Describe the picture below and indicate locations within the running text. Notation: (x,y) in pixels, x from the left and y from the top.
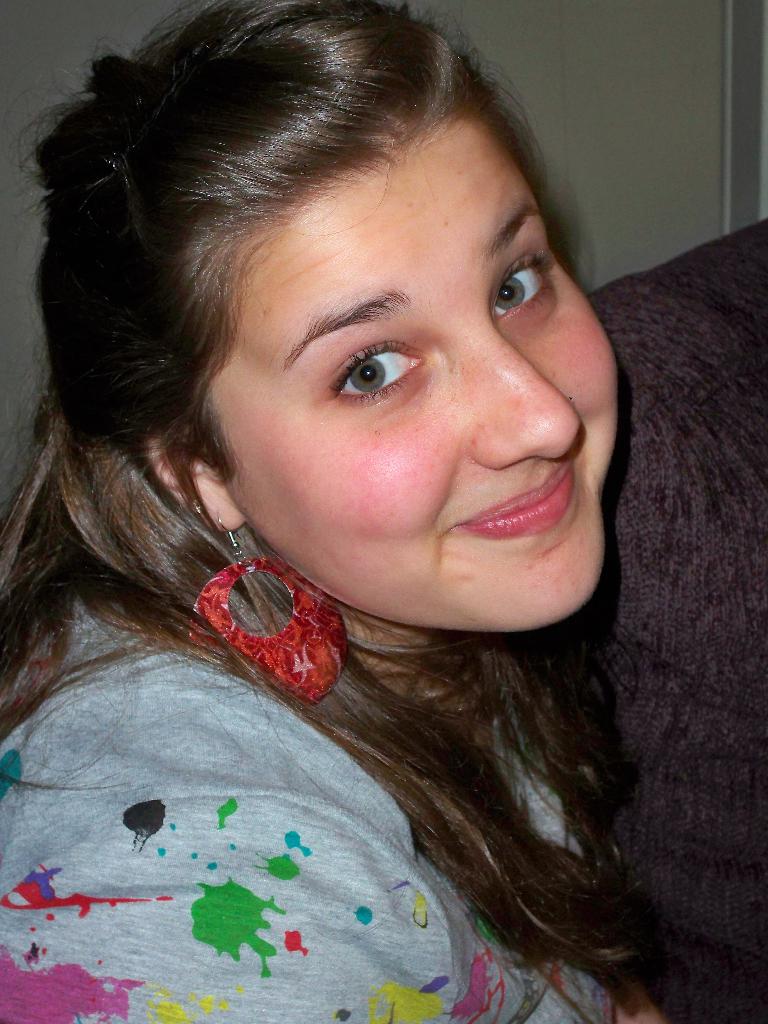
In this image I can see a woman (333,574). The woman (322,505) is smiling. In the background (611,129) I can see a wall (660,204) and an object (712,568).
